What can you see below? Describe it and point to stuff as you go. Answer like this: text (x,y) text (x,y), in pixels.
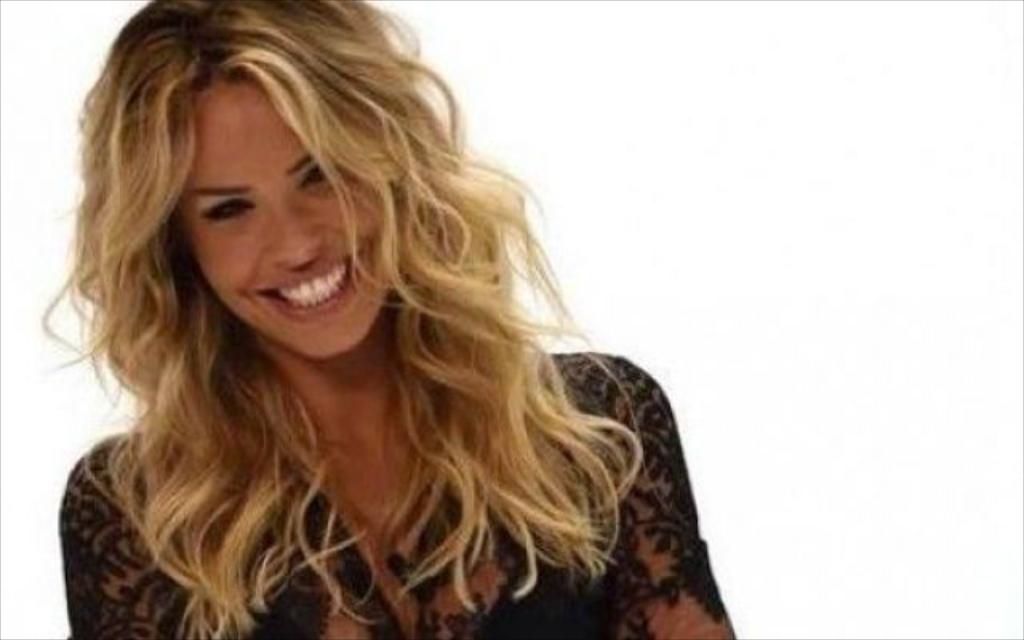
In this picture there is a woman (387,513) with black dress (545,601) and cream color hair (213,612) is smiling. At the back (438,16) there is a white background (739,218).
